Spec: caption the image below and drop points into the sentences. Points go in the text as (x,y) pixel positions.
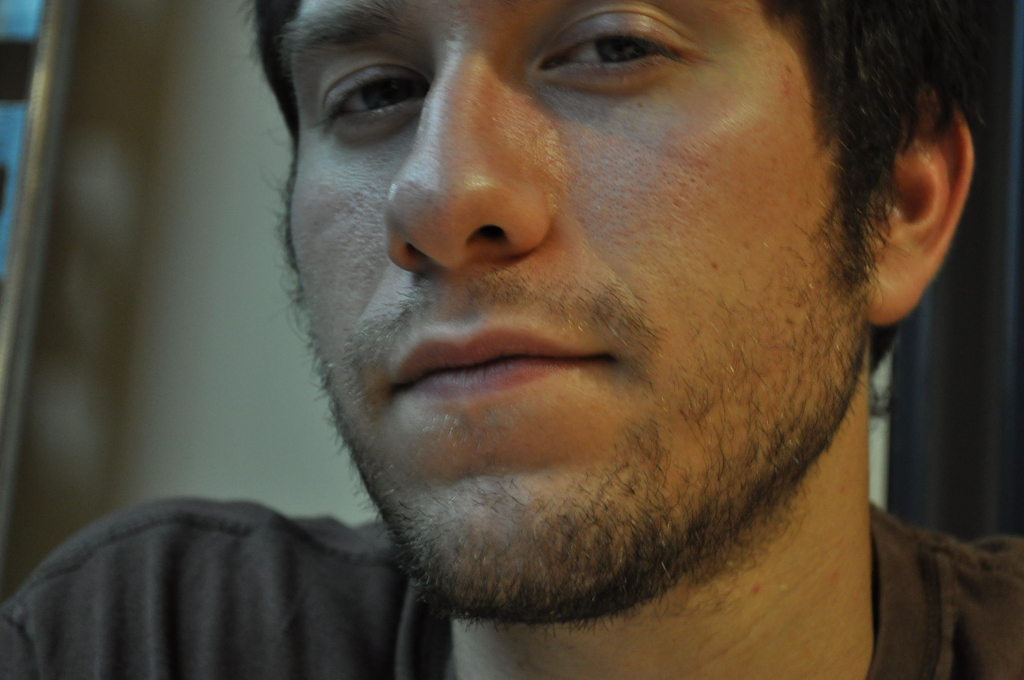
In the picture I can see a man (549,662) and he is wearing a T-shirt (260,563).
